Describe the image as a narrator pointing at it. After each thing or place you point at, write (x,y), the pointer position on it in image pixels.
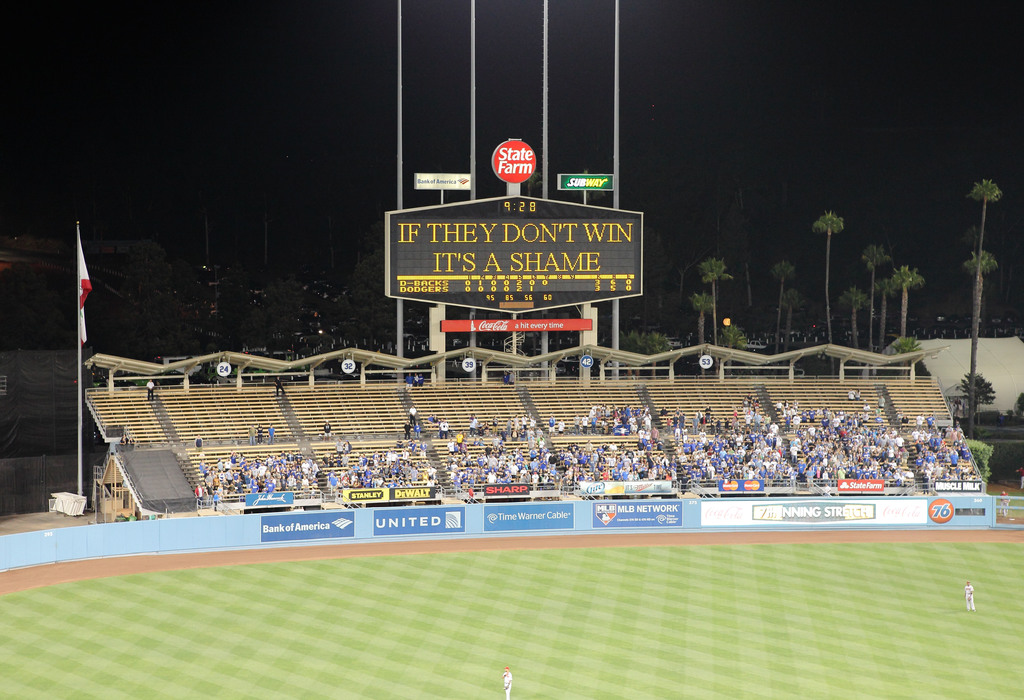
Here we can see crowd (931,454), boards (525,489), pole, flag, hoardings (358,492), and trees (969,377). There are two persons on the ground (664,642). In the background (779,187) there is sky (221,166).
